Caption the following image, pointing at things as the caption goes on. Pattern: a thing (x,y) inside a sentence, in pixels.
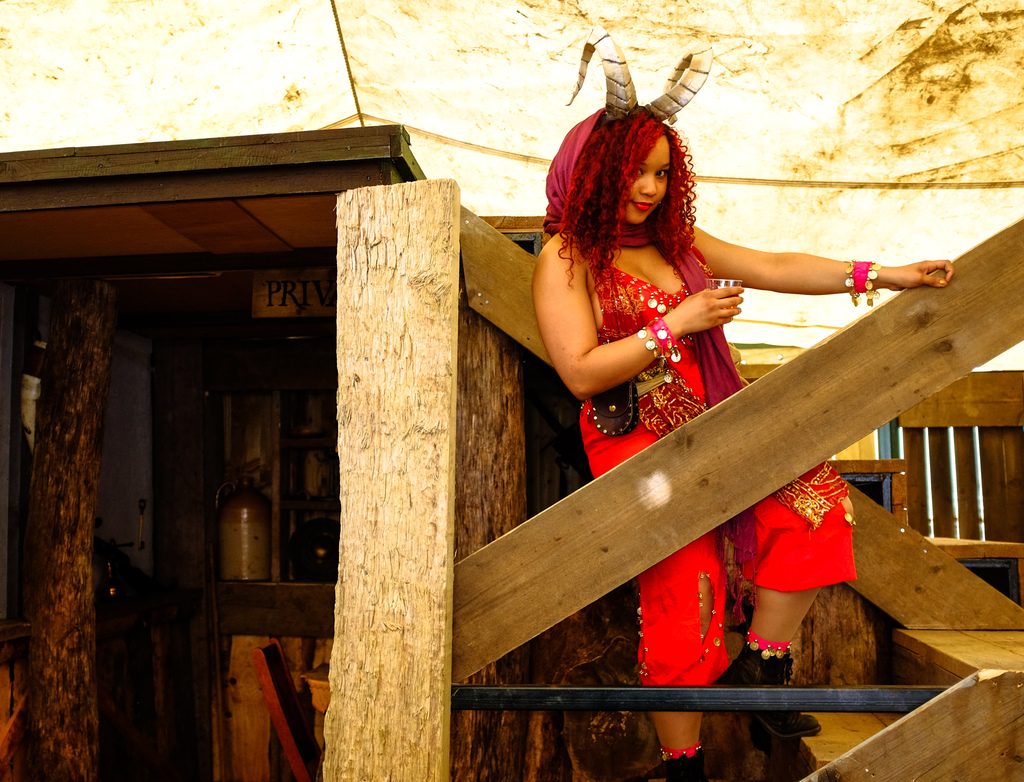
In this picture there is a girl (638,216) who is wearing red dress (670,409). She is standing on the stairs (920,673) near to the wooden fencing (1023,670). On the wooden hut (241,299) we can see board (253,295).
